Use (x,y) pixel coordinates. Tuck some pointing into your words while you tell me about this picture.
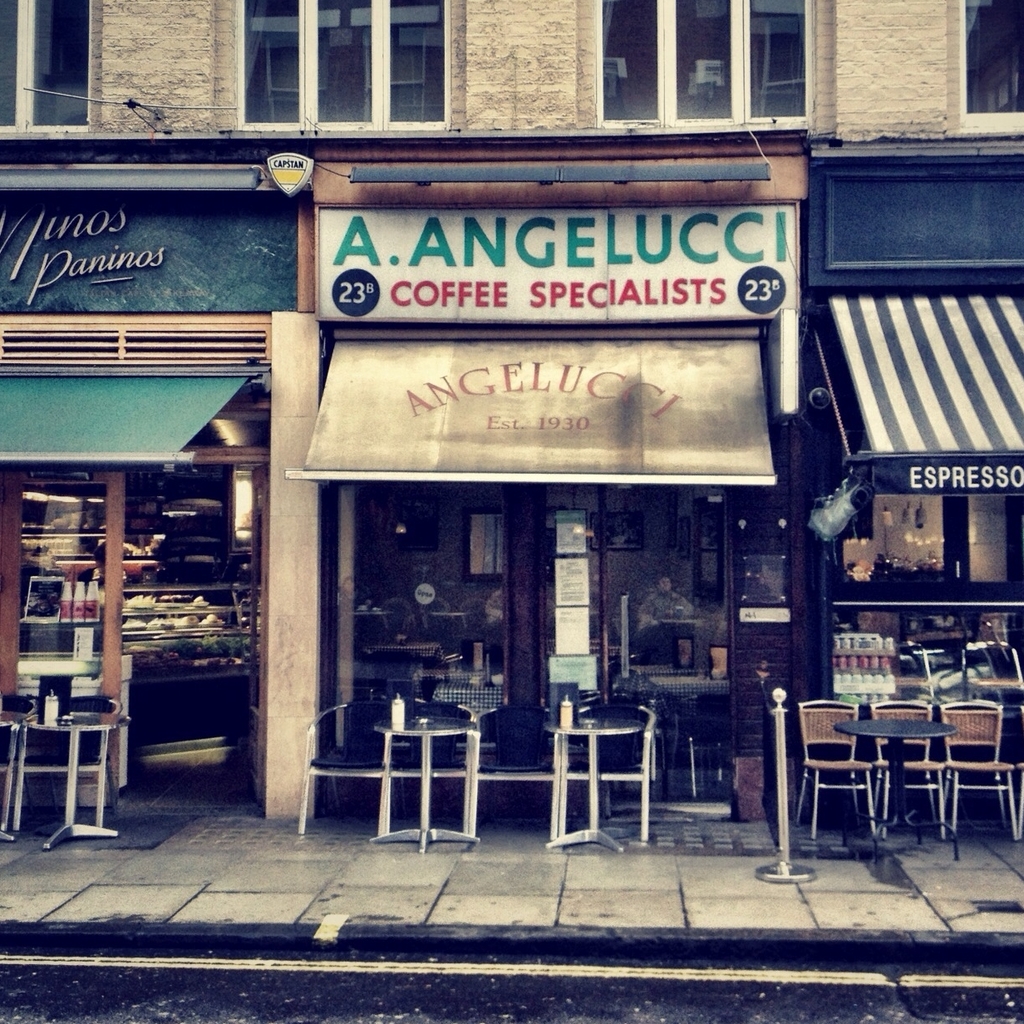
In this image there are few chairs (557,834) and tables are on the pavement (287,882). Behind it there are few shops (180,690). Middle of image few persons (648,613) are sitting inside the shop (598,598). Left side (59,650) there are few racks (147,567) having few objects (96,592) on it. Few name boards (330,291) are attached to the wall (461,104) of building (469,97) having windows (6,125).
